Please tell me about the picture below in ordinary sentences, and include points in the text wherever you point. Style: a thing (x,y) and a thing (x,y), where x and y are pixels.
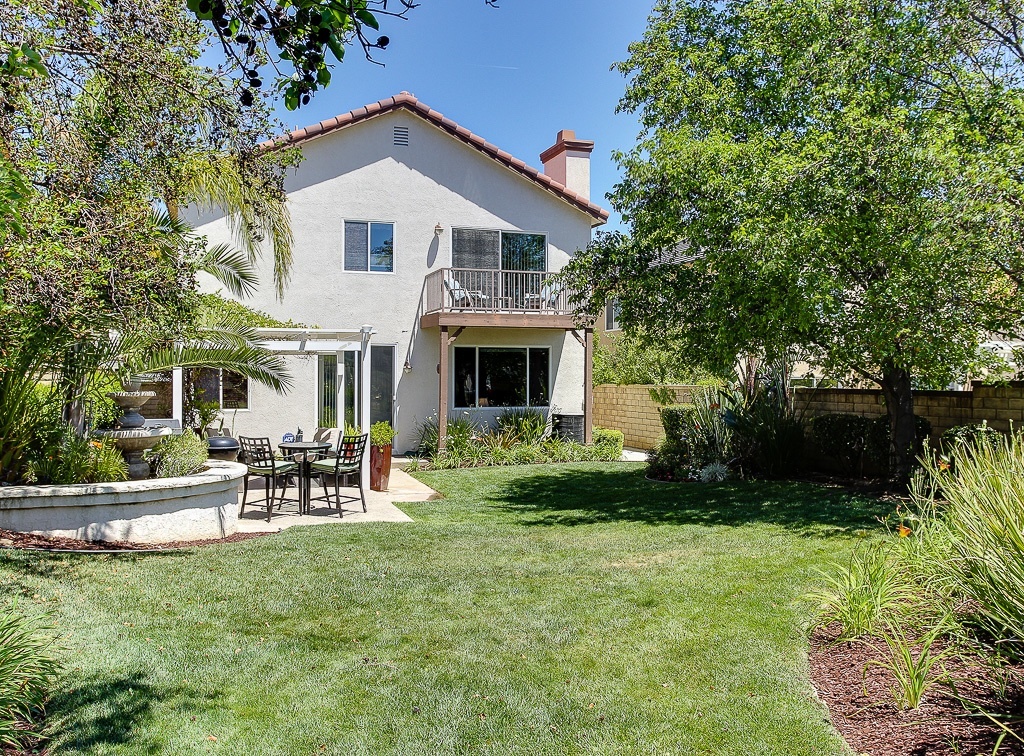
In this image we can see a building (331,351). In front of the building (418,437) we can see the plants (508,455), grass (509,511), table (310,451) and chairs (312,472). On the right side (866,428), we can see a wall (864,411), plants (950,616), trees (945,328) and buildings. On the left side (75,388), we can see the fountain (130,462), plants (115,467) and trees (67,418). At the top (591,32) we can see the sky (450,100).
